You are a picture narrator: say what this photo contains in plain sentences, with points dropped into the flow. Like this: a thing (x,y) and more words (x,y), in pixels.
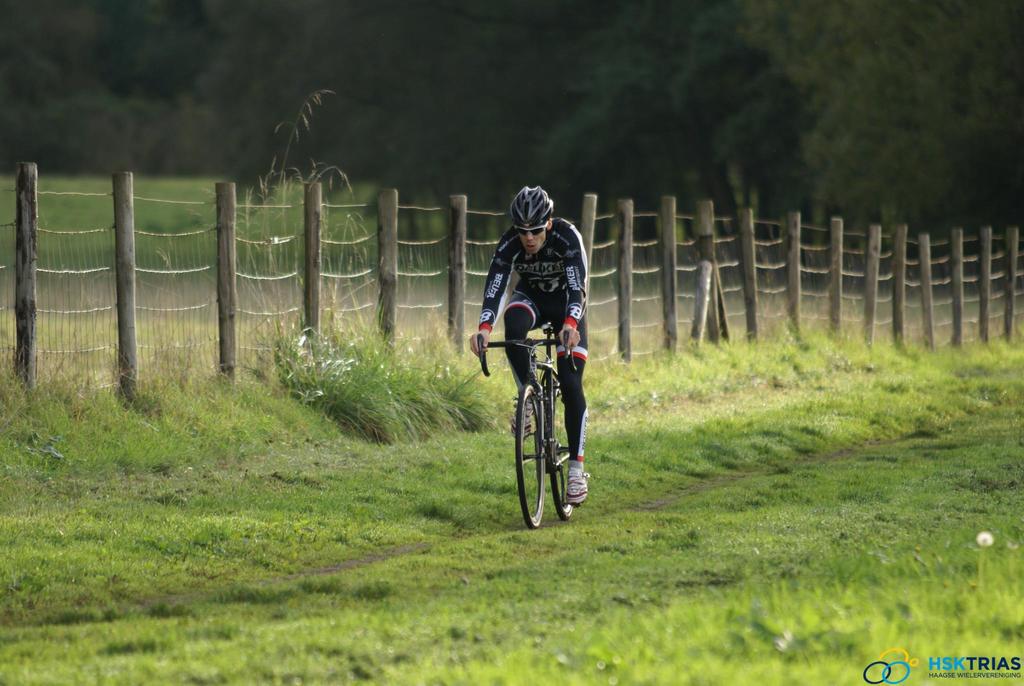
This image is taken outdoors. At the bottom of the image (676,588) there is a ground (727,621) with grass (434,473) on it. In the background (473,124) there are many trees (665,110) and there are a few plants (352,365). There is a fence (1009,271). In the middle of the image (509,327) a man (509,327) is riding a bicycle (535,372).
